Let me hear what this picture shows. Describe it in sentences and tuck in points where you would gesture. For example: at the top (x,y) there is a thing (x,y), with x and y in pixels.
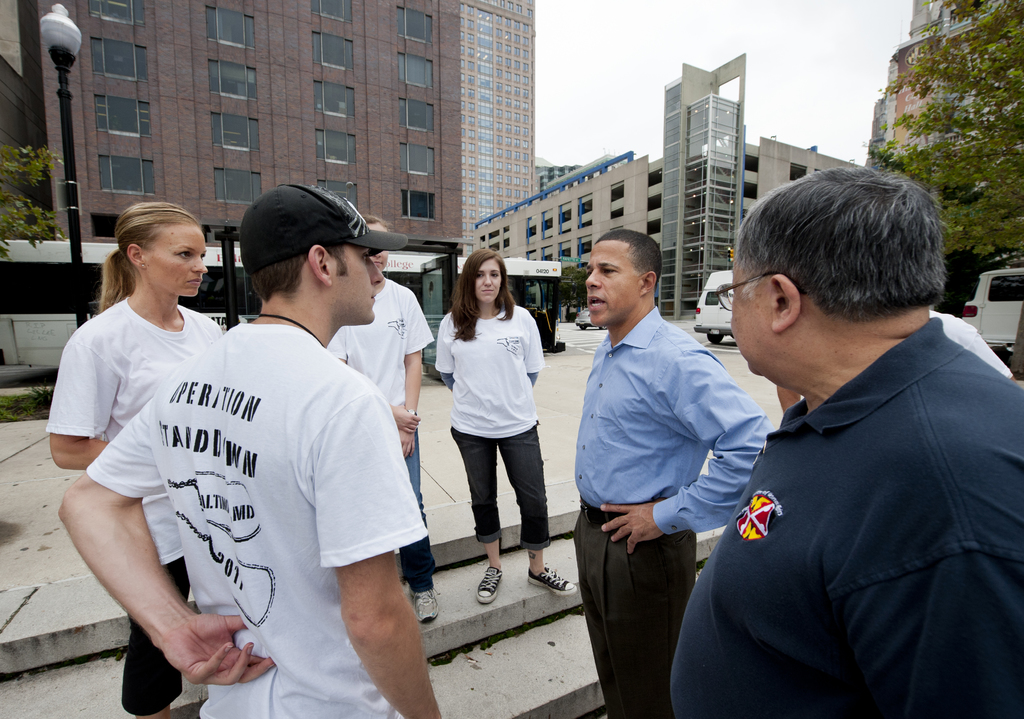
In the center of the image (418,424) we can see group of people (204,522) standing on the ground (499,658). In the background (284,88) we can see buildings (559,177), street light (69,71), trees (936,153), vehicles (583,323), road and sky (632,38).
